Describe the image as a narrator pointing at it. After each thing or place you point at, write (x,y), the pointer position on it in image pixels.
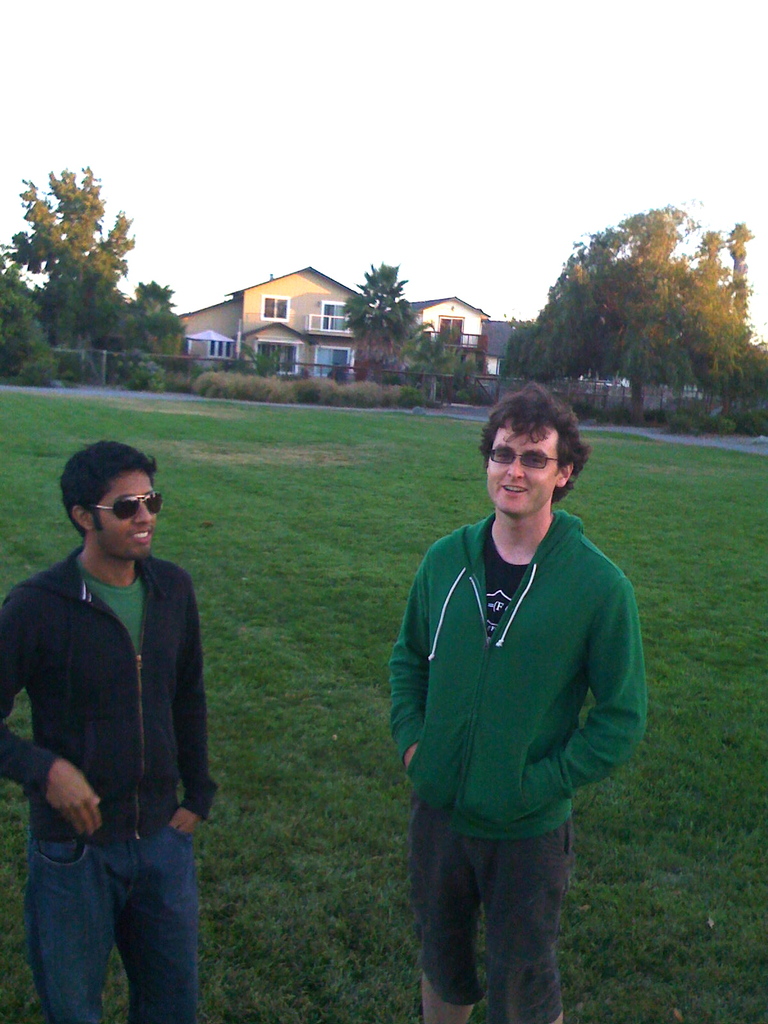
There are two persons (196,632) wearing goggles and standing. In the back (296,611) there is grass lawn (317,572), trees (565,358), buildings (325,330) with windows (276,312) and sky (430,177).
